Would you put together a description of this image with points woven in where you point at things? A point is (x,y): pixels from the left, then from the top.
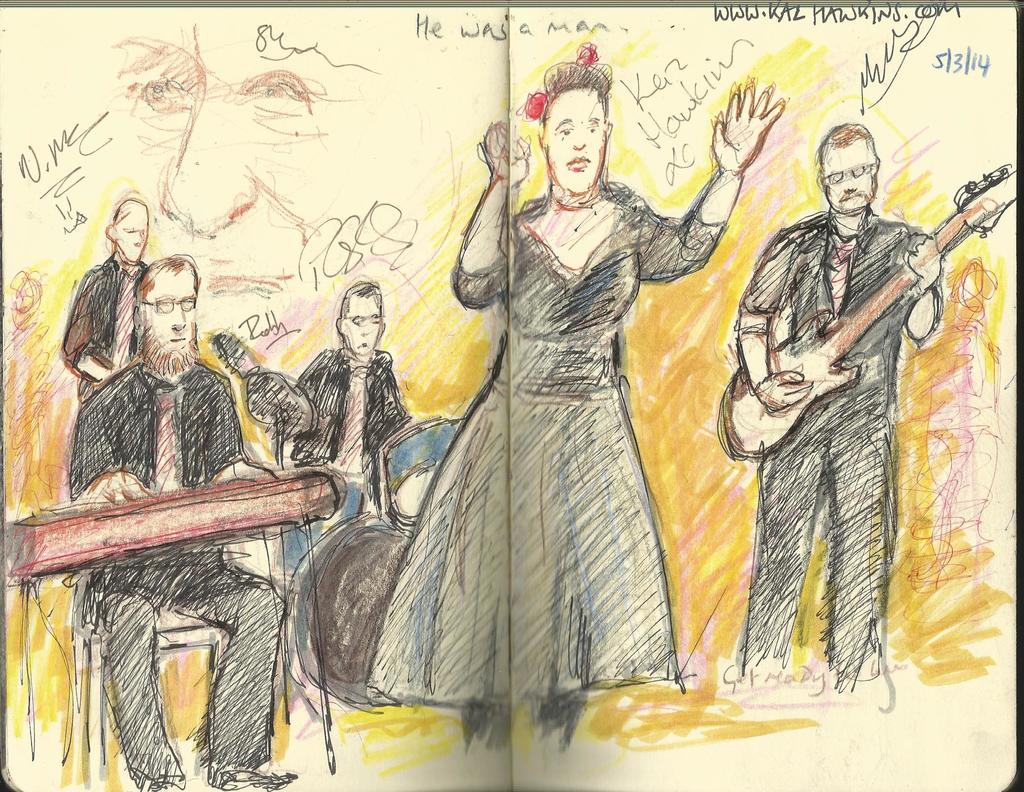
In this image we can see the drawing of a music band (847,375) performing on the stage (339,736). Here we can see a woman (585,427). Here we can see a man (776,269) standing on the right side (742,429) and he is playing a guitar (833,322). Here we can see a man (231,580) sitting on a chair (175,626) and he is playing the piano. In the background (396,424), we can see a person (376,407) playing the snare drum (385,461).
